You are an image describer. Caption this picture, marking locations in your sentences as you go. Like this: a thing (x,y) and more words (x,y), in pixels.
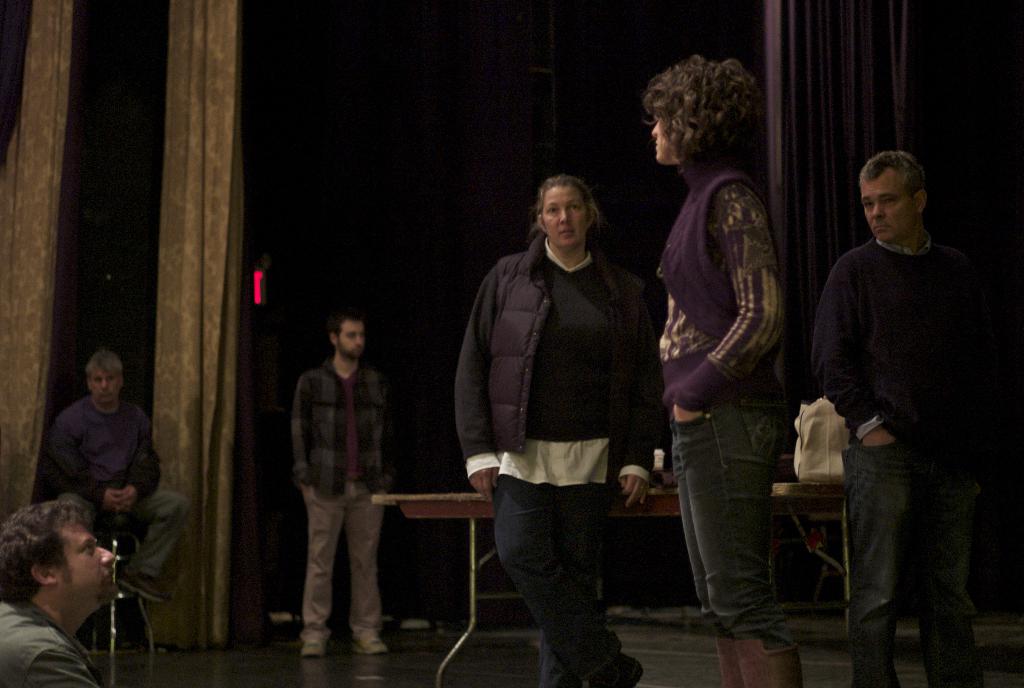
In this picture there are people (781,419), among them few people (932,359) standing and we can see bag (805,479) on the table (797,515). In the background of the image (544,175) it is dark and we can see curtains (199,193).
